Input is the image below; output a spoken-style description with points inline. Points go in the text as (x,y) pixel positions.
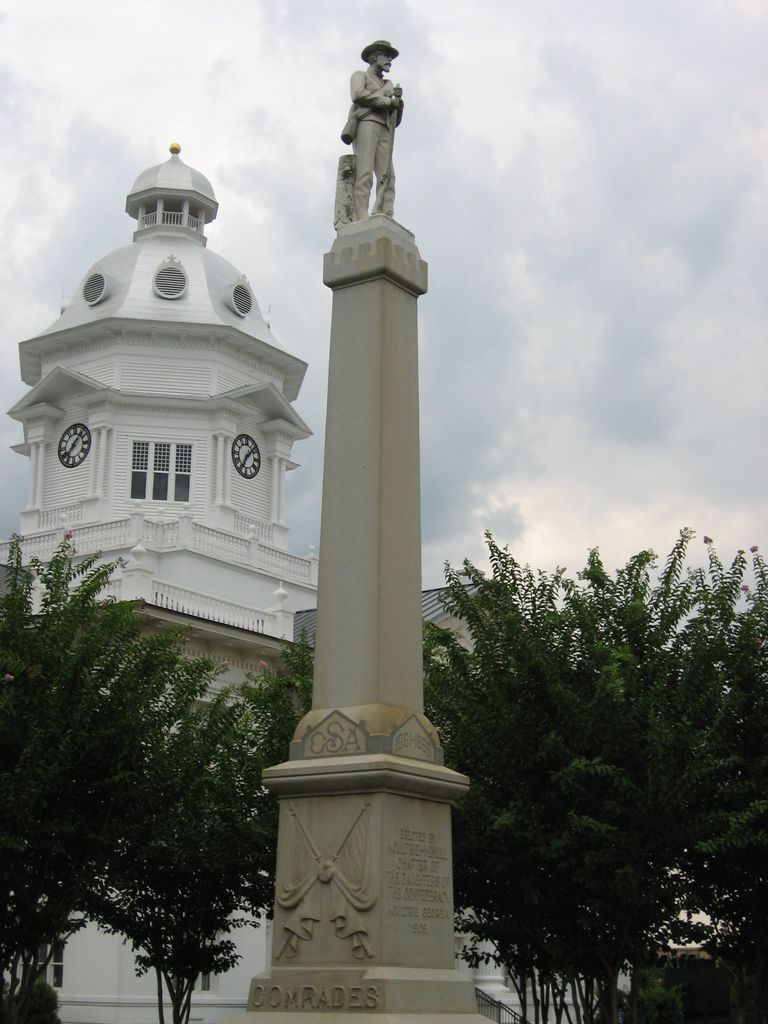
In this picture we can see the sky (548,124), building (228,586), windows (186,471), roof top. We can see the clocks (246,475) on the walls (214,455). We can see the trees (623,767). On a tall pedestal (444,775) we can see the statue (381,164) of a man (369,198) and some information (425,913).
